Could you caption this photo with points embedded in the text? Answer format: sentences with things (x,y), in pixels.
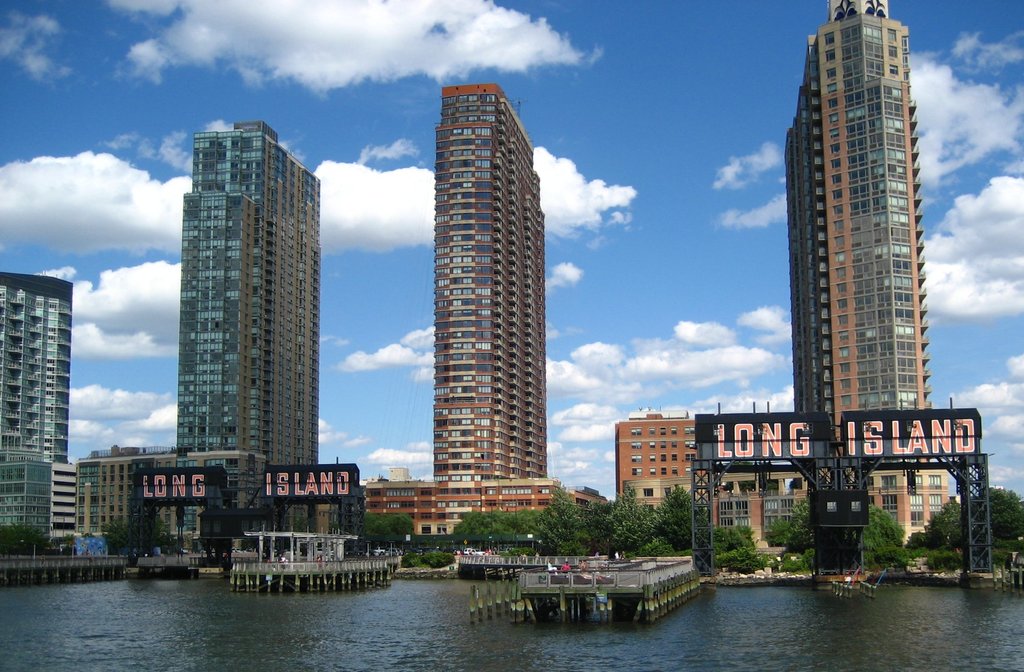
In this picture we can see few people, buildings (289,371), trees (625,503) and hoardings (789,451), and also we can see few constructions (277,585) in the water (350,622), in the background (955,478) we can find metal rods (831,542) and clouds (982,309).
